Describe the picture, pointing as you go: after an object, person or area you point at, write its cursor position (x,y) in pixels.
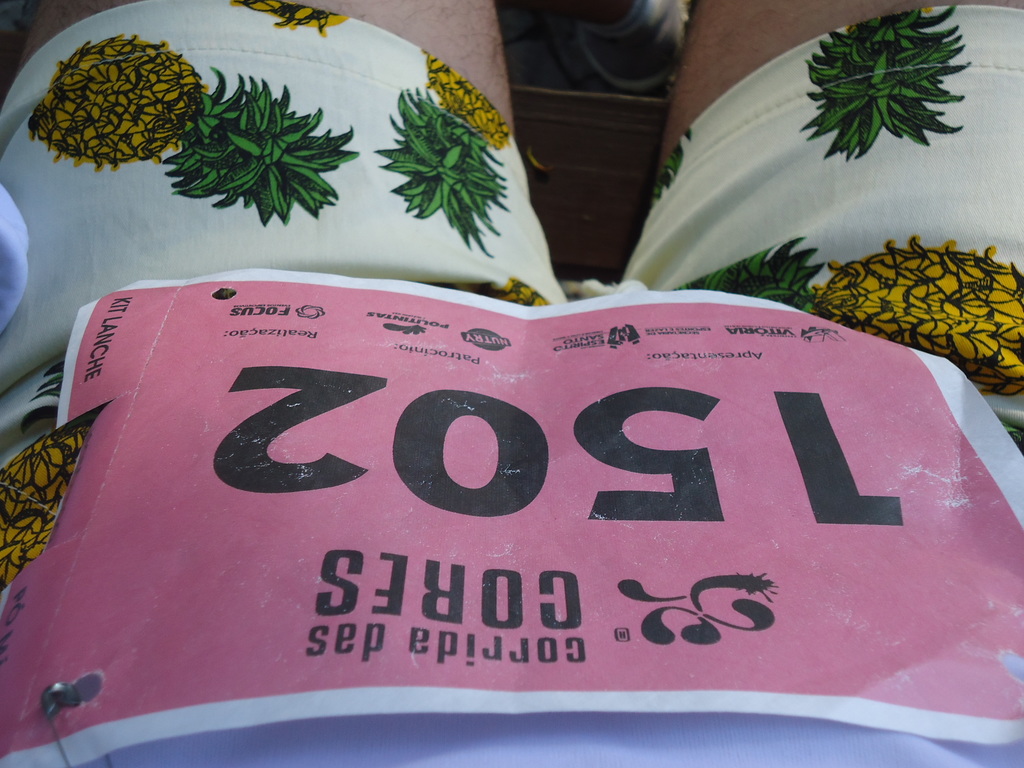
In this we can see thighs (446,195) of a person (111,232) where he wore a short (176,98) on which pineapple images (935,347) are there and he pinned a paper (117,660) to his dress (634,757) on which a text (436,565) was written.
